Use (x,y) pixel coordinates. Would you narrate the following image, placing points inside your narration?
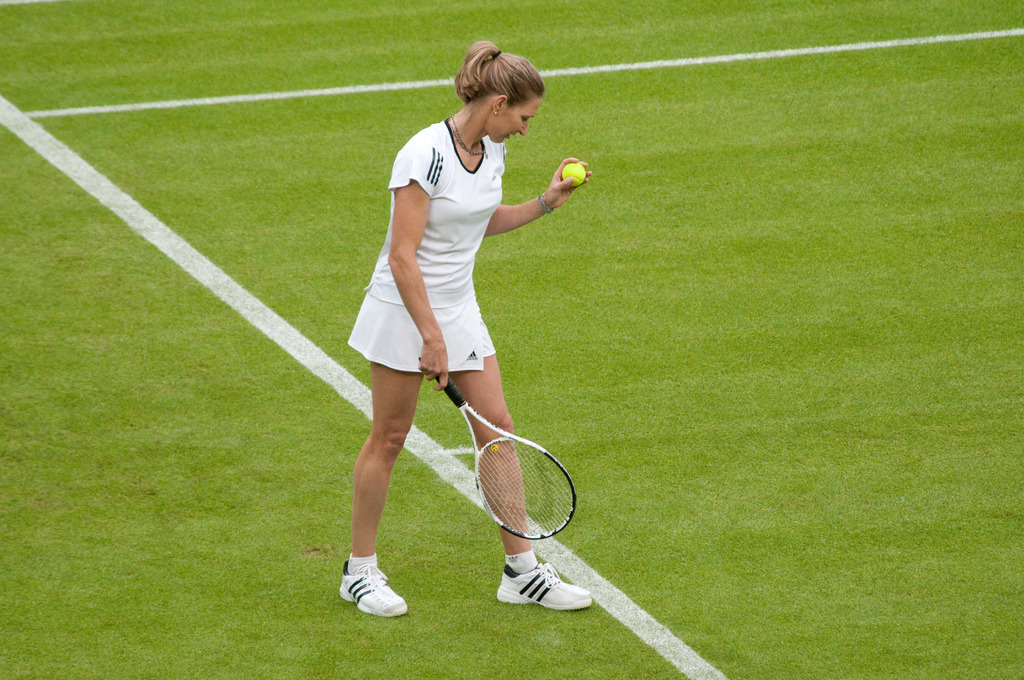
In this picture there is a woman (416,237) who is wearing white dress (496,144), shoe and locket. She is holding a racket (531,515) and tennis ball (569,169). She is standing on the ground (770,506). On the left (104,560) we can see grass (801,342).
